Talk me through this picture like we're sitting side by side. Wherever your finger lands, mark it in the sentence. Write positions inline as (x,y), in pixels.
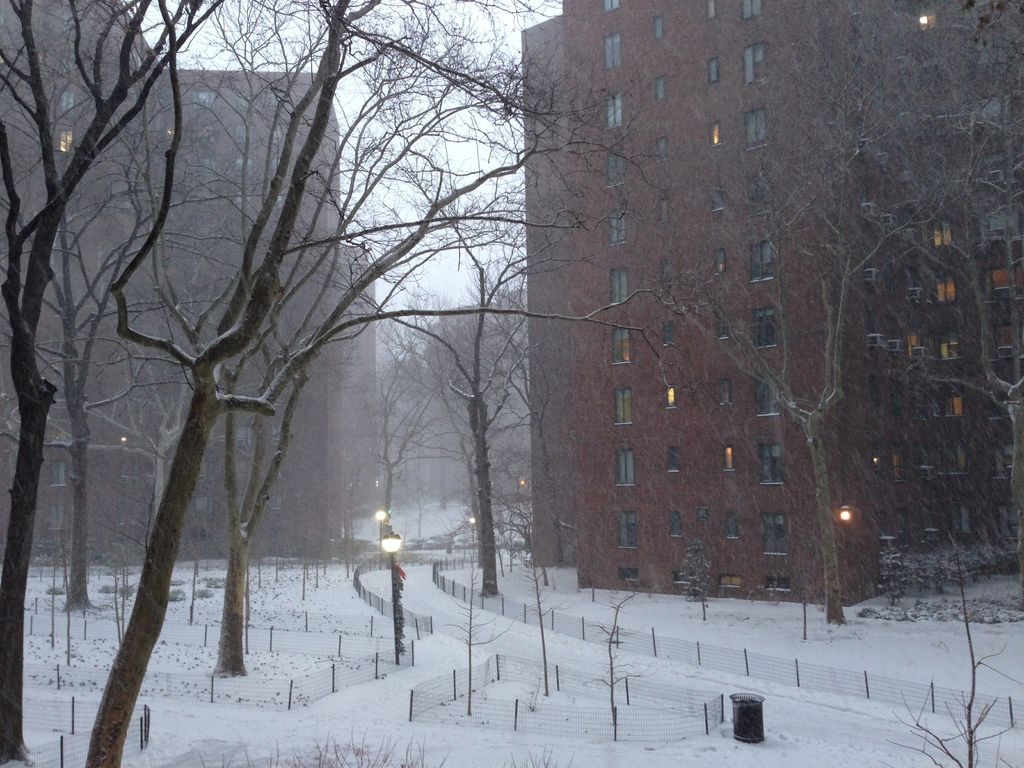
We can see snow (259,746), trees (233,478), fences (1010,723) and lights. In the background (241,469) we can see lights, buildings (602,377) and sky (431,283).
